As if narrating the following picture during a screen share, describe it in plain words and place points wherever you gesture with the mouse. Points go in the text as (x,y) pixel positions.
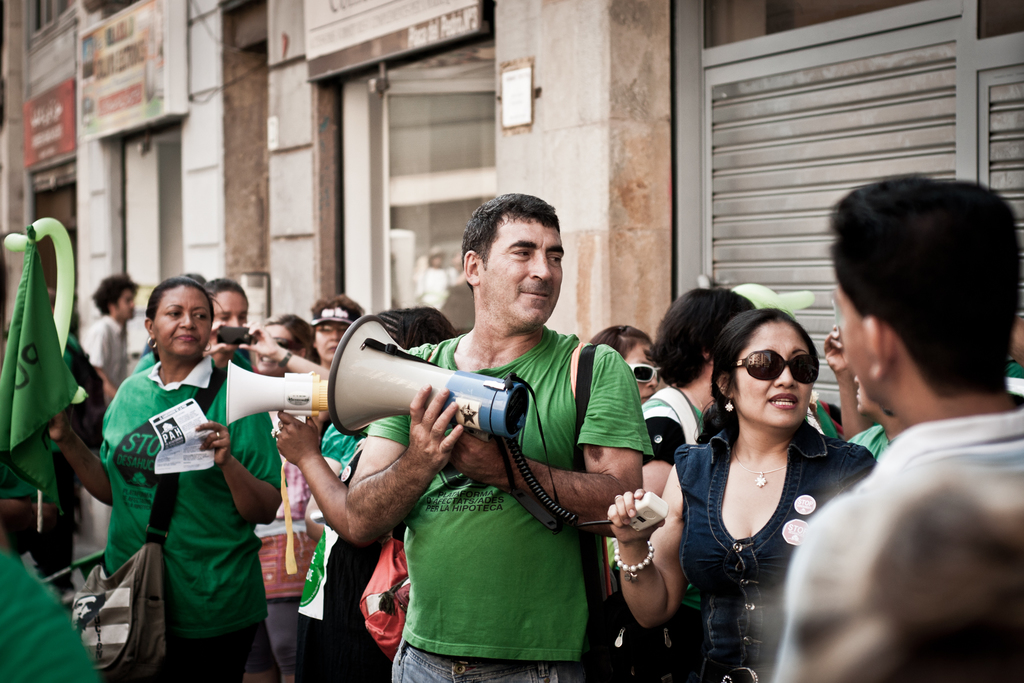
Here we can see people (275,329). These two people (435,406) are holding hand speakers (375,393). This woman (188,396) wore bag (131,561), holding poster (167,468) in one hand (213,439) and with the other hand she is holding a flag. Another woman (680,535) is holding an object (637,506). Background (329,26) we can see hoardings (126,106) on wall (284,104).
